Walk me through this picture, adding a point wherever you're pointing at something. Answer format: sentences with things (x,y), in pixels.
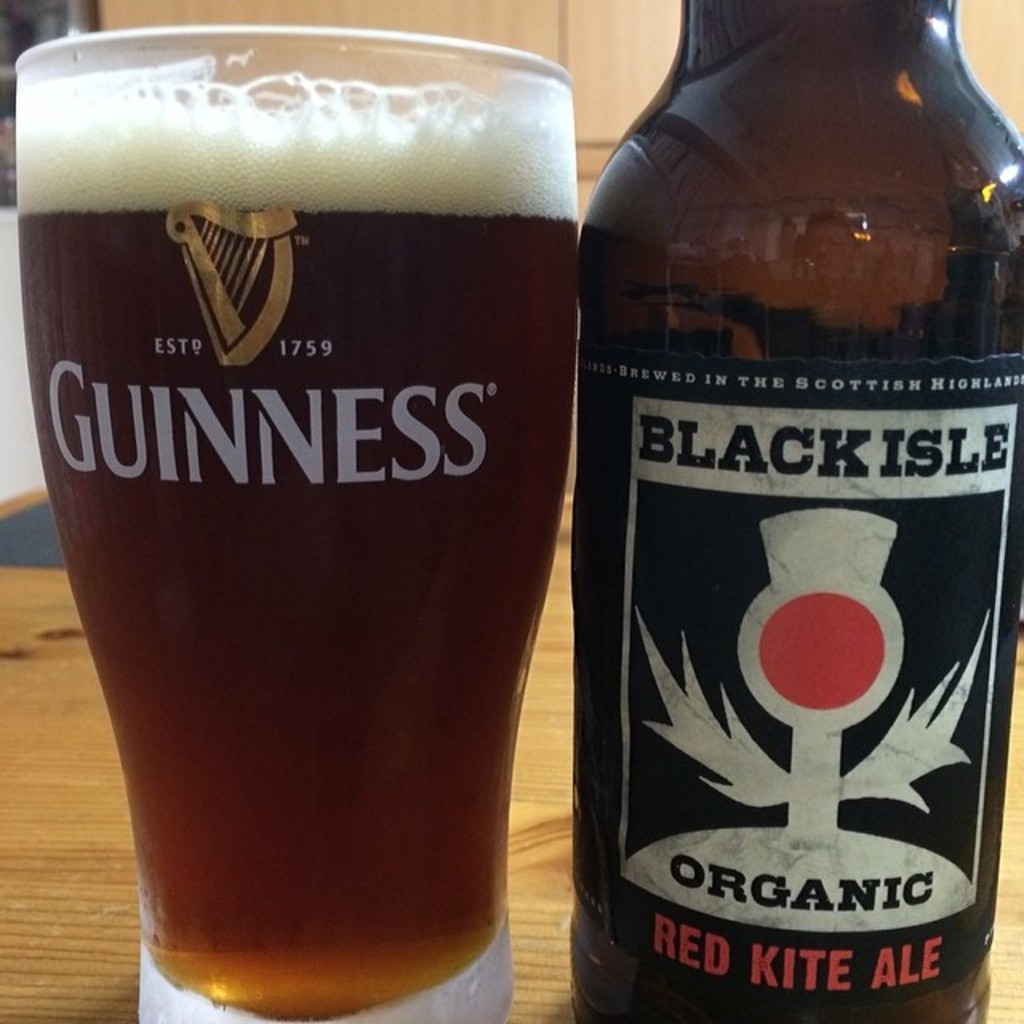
In this picture we can see a bottle (675,491) and glass (466,438) with full of drink (371,610) in it on the table (61,804).
